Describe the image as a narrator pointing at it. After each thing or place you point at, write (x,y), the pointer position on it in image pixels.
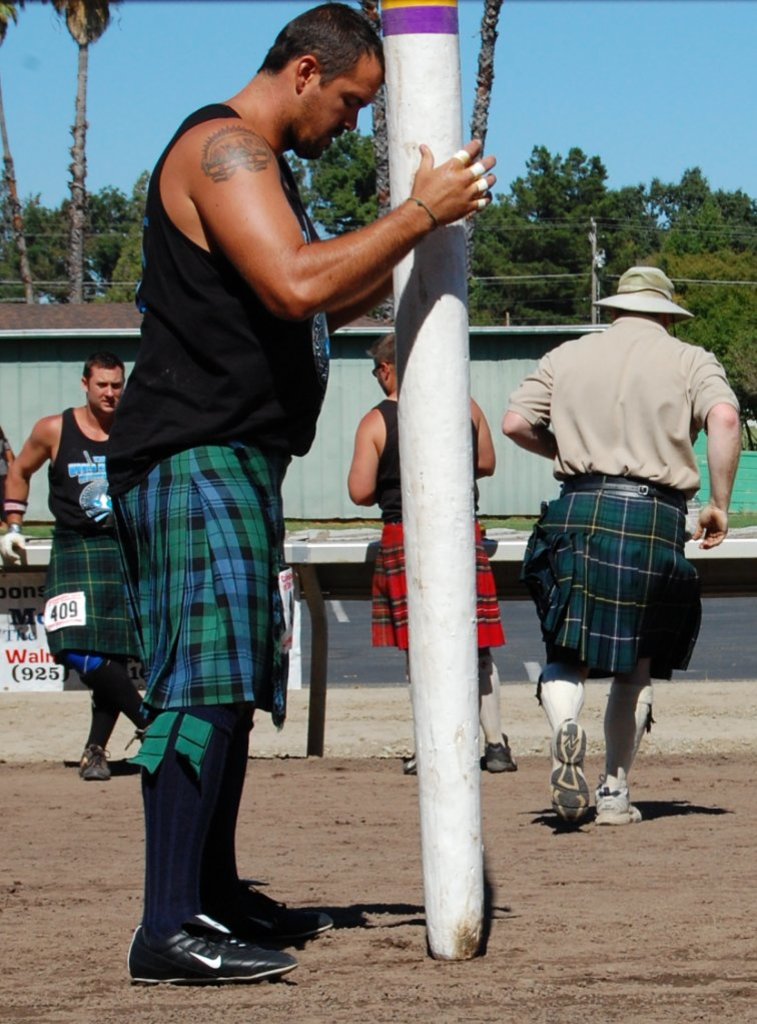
In this image in the foreground (149,396) there is one man (219,437) who is standing, and in front of him there is a pole (416,475). In the background (493,733) there is one person (717,513) walking, and two of them are standing. At the bottom (604,855) there is sand (614,848), and in the background (521,196) we could see trees (609,192), wires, building (50,330) and some posters (18,626). At the top (553,95) there is sky (108,95).
